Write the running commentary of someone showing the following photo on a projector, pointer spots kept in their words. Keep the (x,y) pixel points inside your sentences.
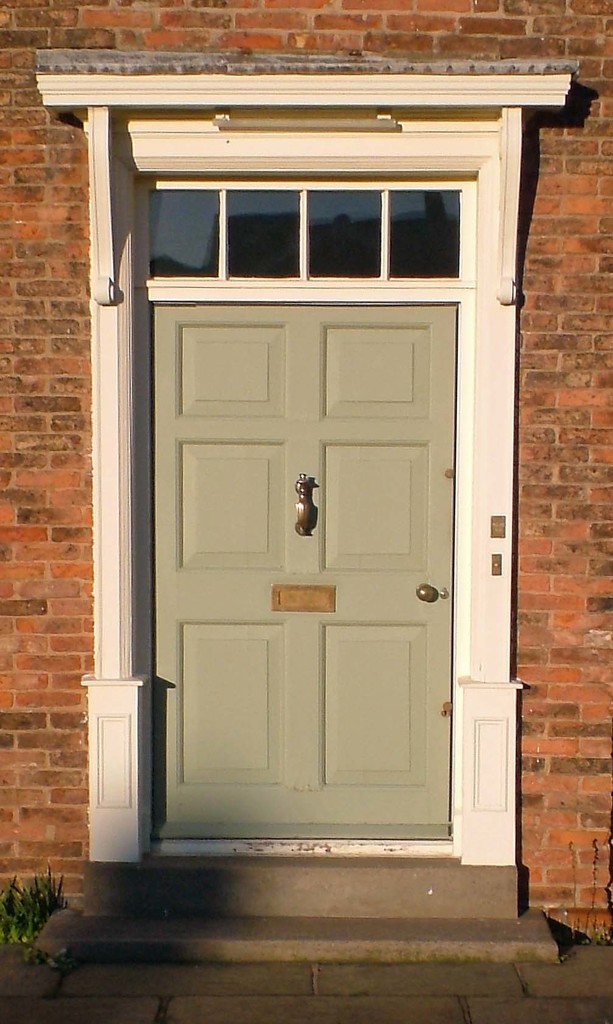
In this image we can see the door (255,644), ground (264,977), plant (25,902) and the brick wall (3,643).
